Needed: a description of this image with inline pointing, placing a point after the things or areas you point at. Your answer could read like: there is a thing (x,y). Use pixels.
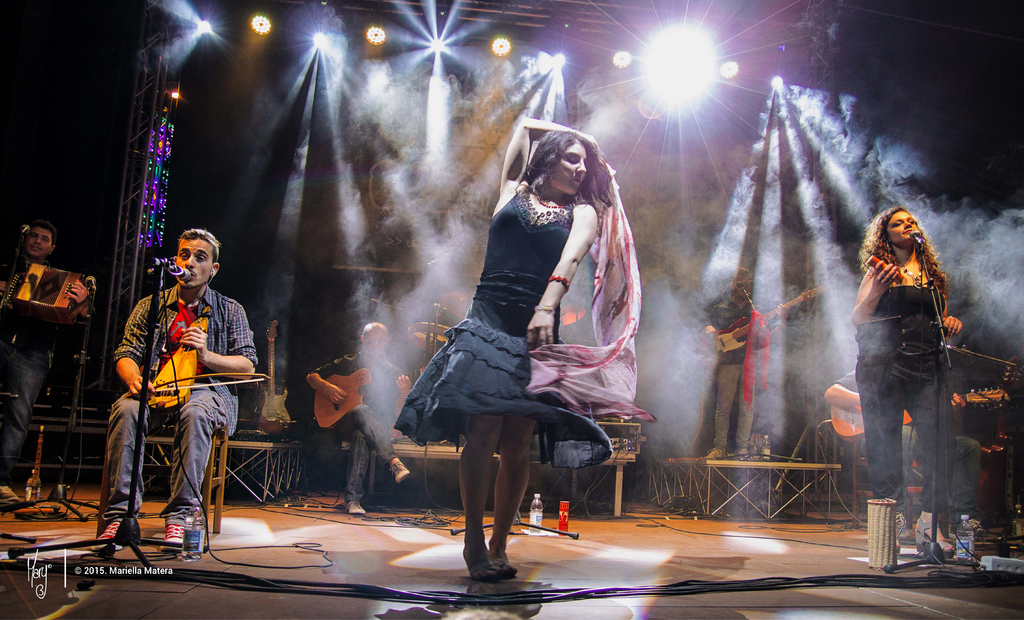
In this image i can see two women (537,259) the woman (546,402) standing front is dancing and at the right (899,269) the woman (912,230) is singing in front of the microphone (918,239), the sitting here is singing in front of a micro phone (182,280) at the background (688,55) i can see few lights (678,42).
